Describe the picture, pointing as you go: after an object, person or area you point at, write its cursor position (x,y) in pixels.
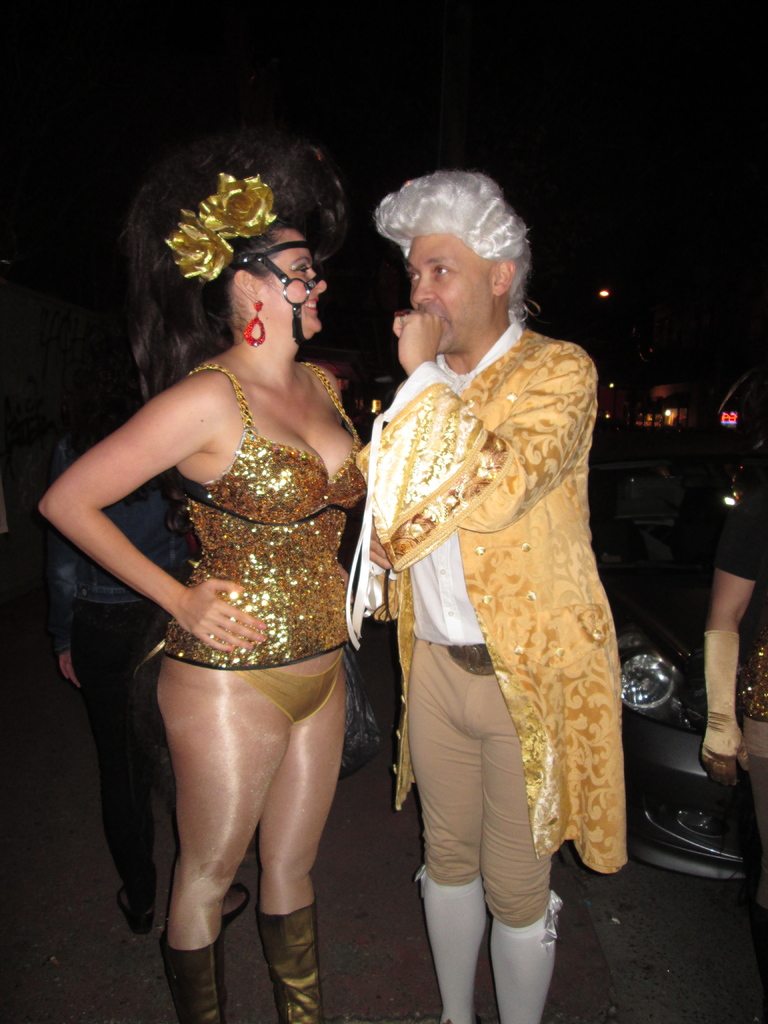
In the foreground (466,449) two person (508,753) are standing who are wearing golden color clothes (311,573) and white and black color wig (386,205) on their head (274,227). In the right (634,743) a car (634,670) and person (731,695) half visible. In the left (142,838) person (148,801) is walking on the road (74,711). The background (677,315) is dark in color and a house (702,349) visible. This image is taken during night time on the road (339,898).
